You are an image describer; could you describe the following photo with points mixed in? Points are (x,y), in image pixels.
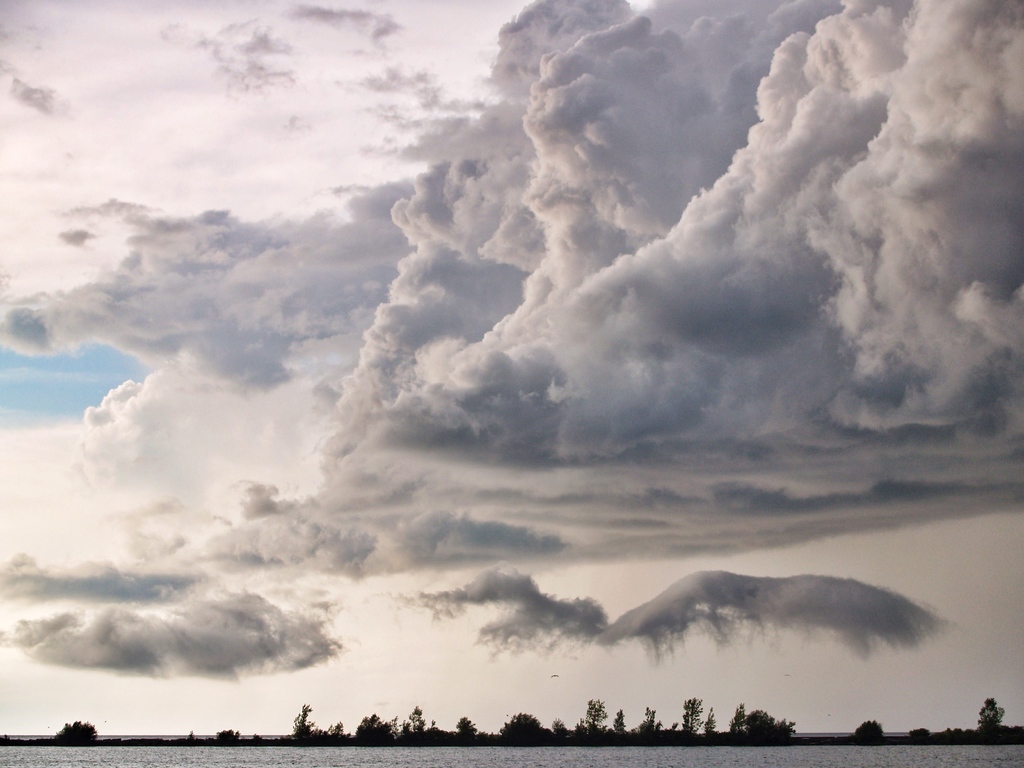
At the bottom of this image (897,766), there is water (75,748). In the background (947,738), there are trees (774,739) on the ground (839,739) and there are clouds (386,464) in the sky (80,447).
